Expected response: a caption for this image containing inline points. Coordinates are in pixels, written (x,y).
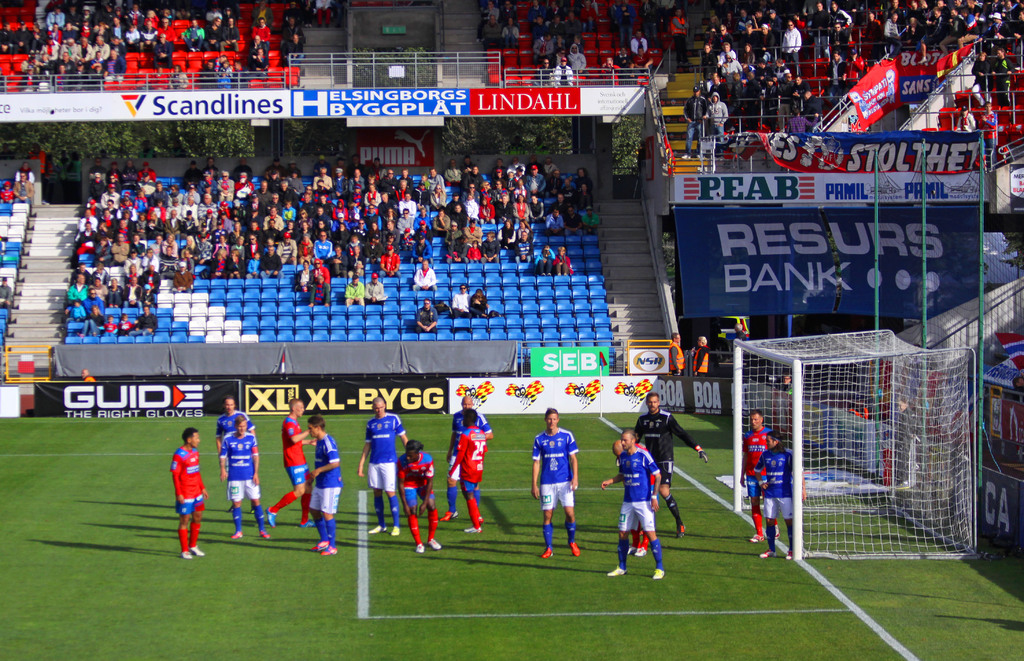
In this picture I can see few players (641,500) on the ground (208,538) and I can see goal post (856,442) and I can see few people (384,223) are sitting in the chairs (533,35) and I can see banners (869,94) with some text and few advertisement boards (797,262) with some text (796,241), it looks like a football ground (482,535).
